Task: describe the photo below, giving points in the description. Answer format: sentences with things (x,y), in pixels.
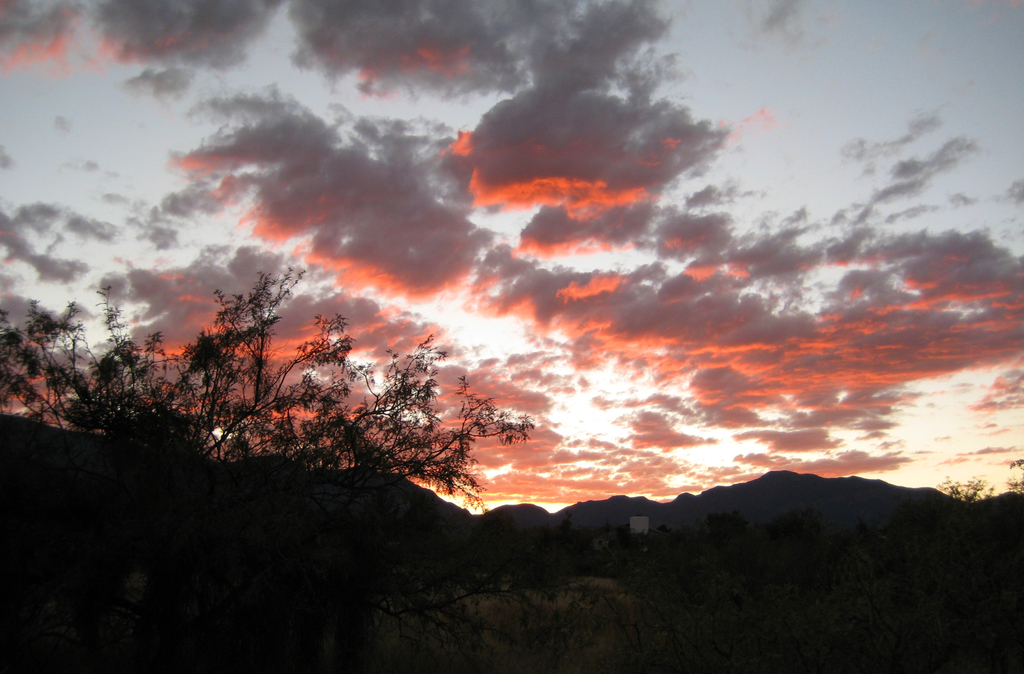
In the foreground of the image (359,556) there are trees (493,549). In the background of the image (435,513) there are mountains (16,442), sky (758,417) and clouds (280,365).
